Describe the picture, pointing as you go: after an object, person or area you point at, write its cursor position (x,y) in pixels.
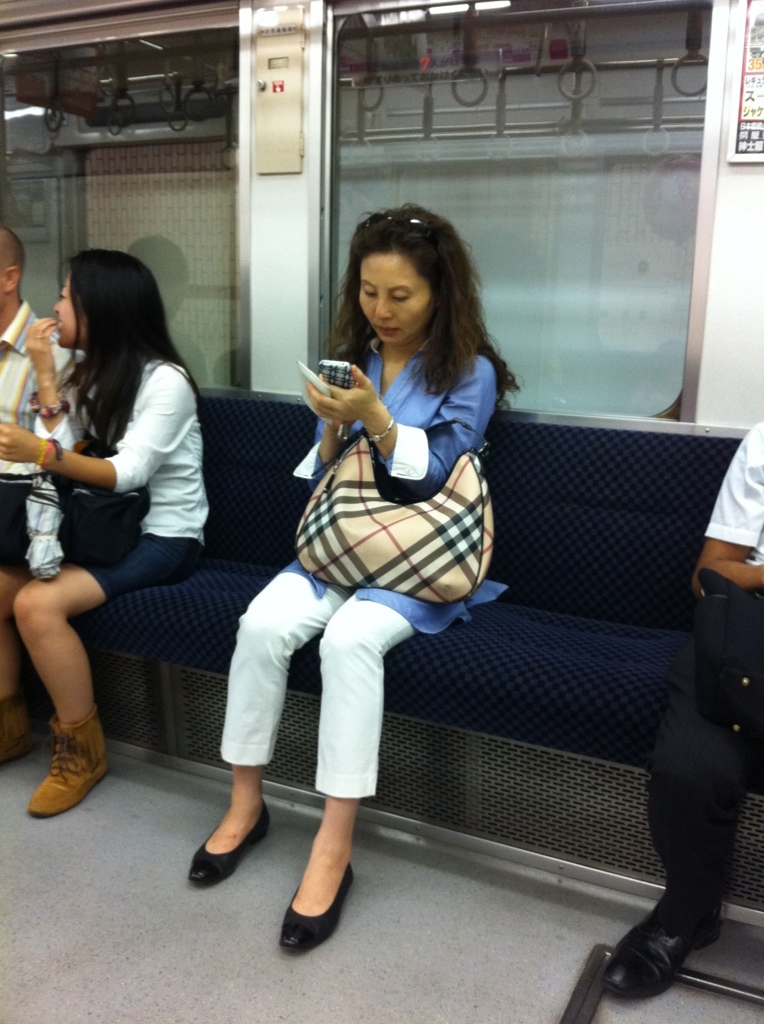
In this picture we can see an inside of a vehicle (568,758), here we can see people (41,654) sitting on a seat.
